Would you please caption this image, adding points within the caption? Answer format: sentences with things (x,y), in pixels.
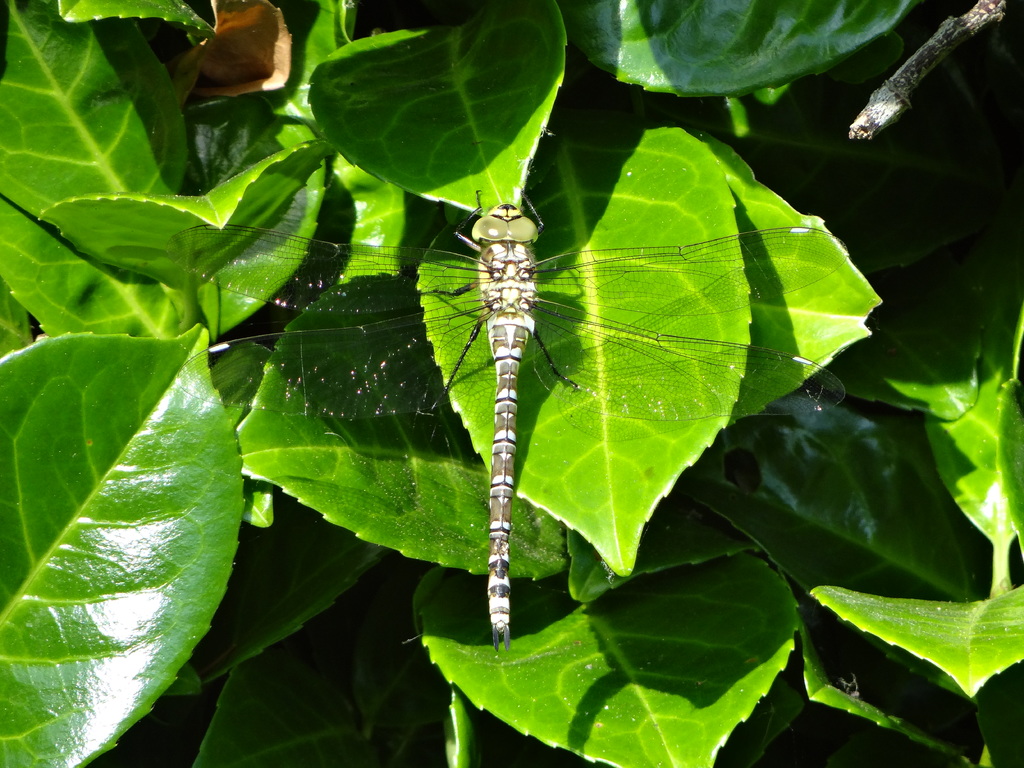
In this picture we can see a dragonfly (534,261) on the leaf (630,540).
